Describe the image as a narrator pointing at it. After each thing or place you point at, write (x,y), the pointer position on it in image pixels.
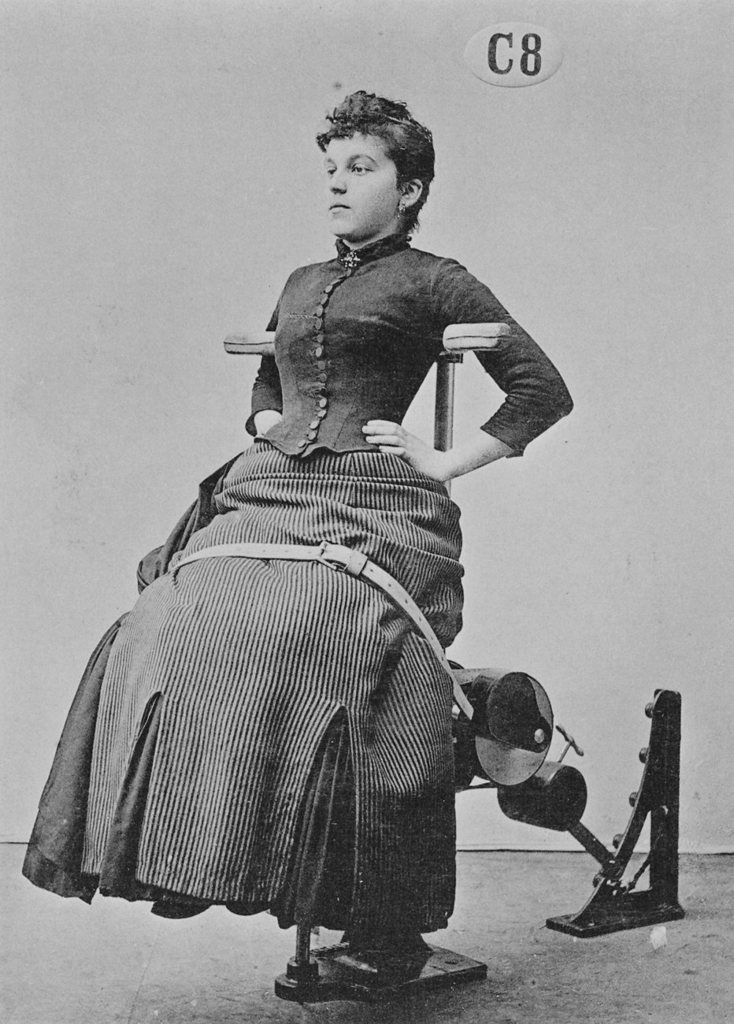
This is a black and white picture. I can see a person (352,431) sitting on the supporting chair (471,340), and in the background (541,79) there is a kind of board (514,69) attached to the wall (611,591).
